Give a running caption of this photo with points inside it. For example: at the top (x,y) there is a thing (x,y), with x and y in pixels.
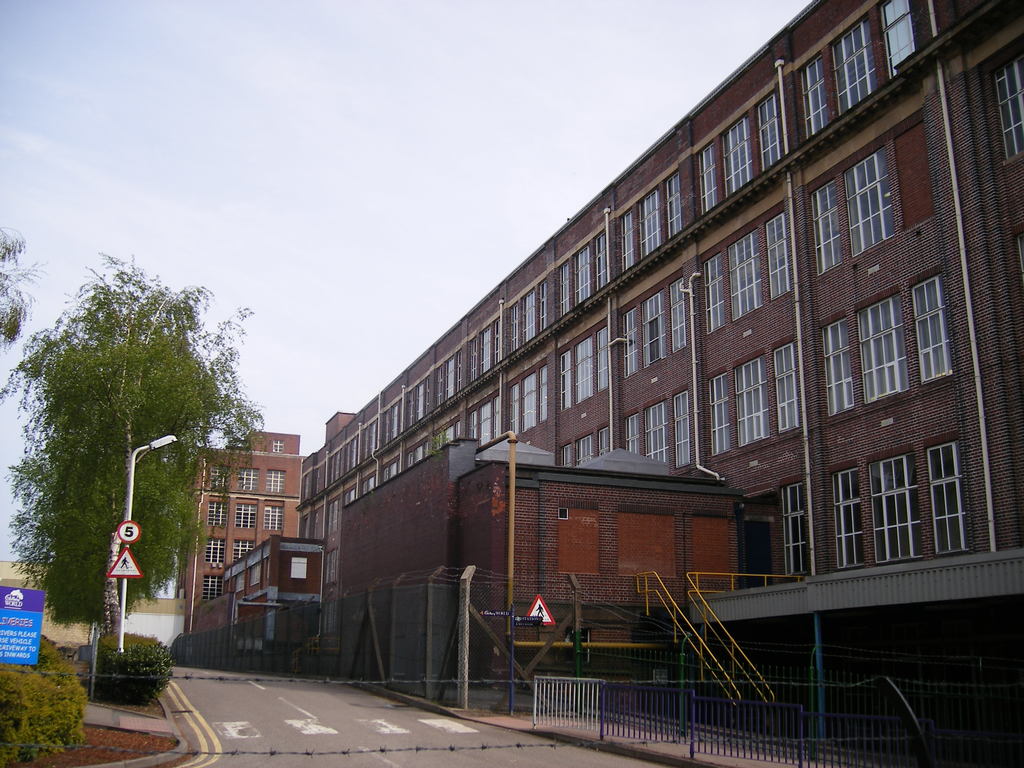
In this image there is a road (295,697) in the middle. Beside the road (309,708) there are buildings (466,527) on the right side (717,617). On the left side (71,472) there are trees (106,564) and a light pole (132,481). At the top (281,196) there is the sky (293,157). On the left side (35,702) bottom there are small plants (51,714). In between the plants (45,696) there is a placard (17,621).
